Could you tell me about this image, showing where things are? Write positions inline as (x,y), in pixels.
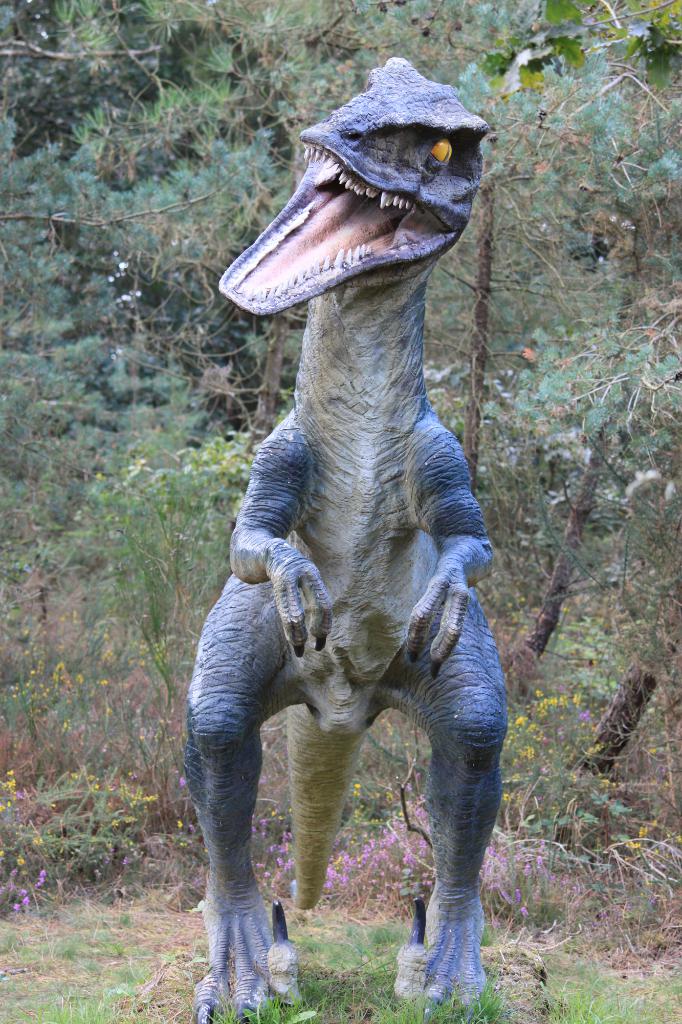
In the image we can see the sculpture (277,629), grass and plants (145,395).
